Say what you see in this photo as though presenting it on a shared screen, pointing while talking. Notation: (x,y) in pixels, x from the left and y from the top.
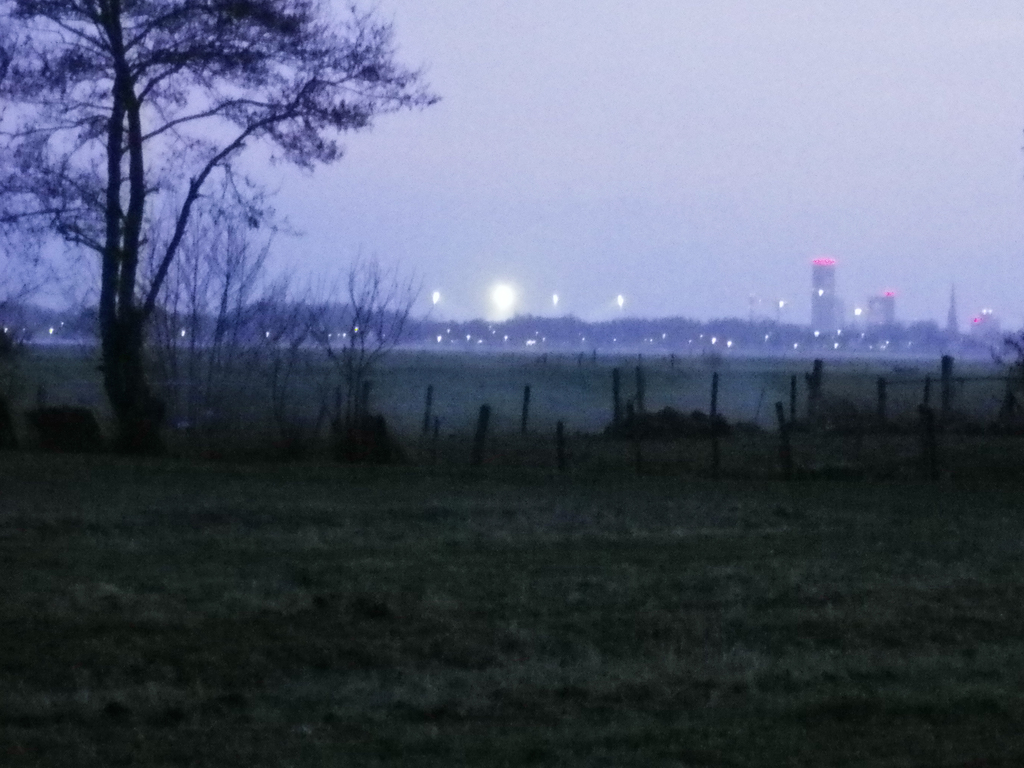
In this picture we can see the land (471,531) surrounded with the fence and on the left side (134,425) there are trees (346,338). On the background (831,324) we can observe the buildings (880,312) and lights (507,308). And this is the sky (783,152).
